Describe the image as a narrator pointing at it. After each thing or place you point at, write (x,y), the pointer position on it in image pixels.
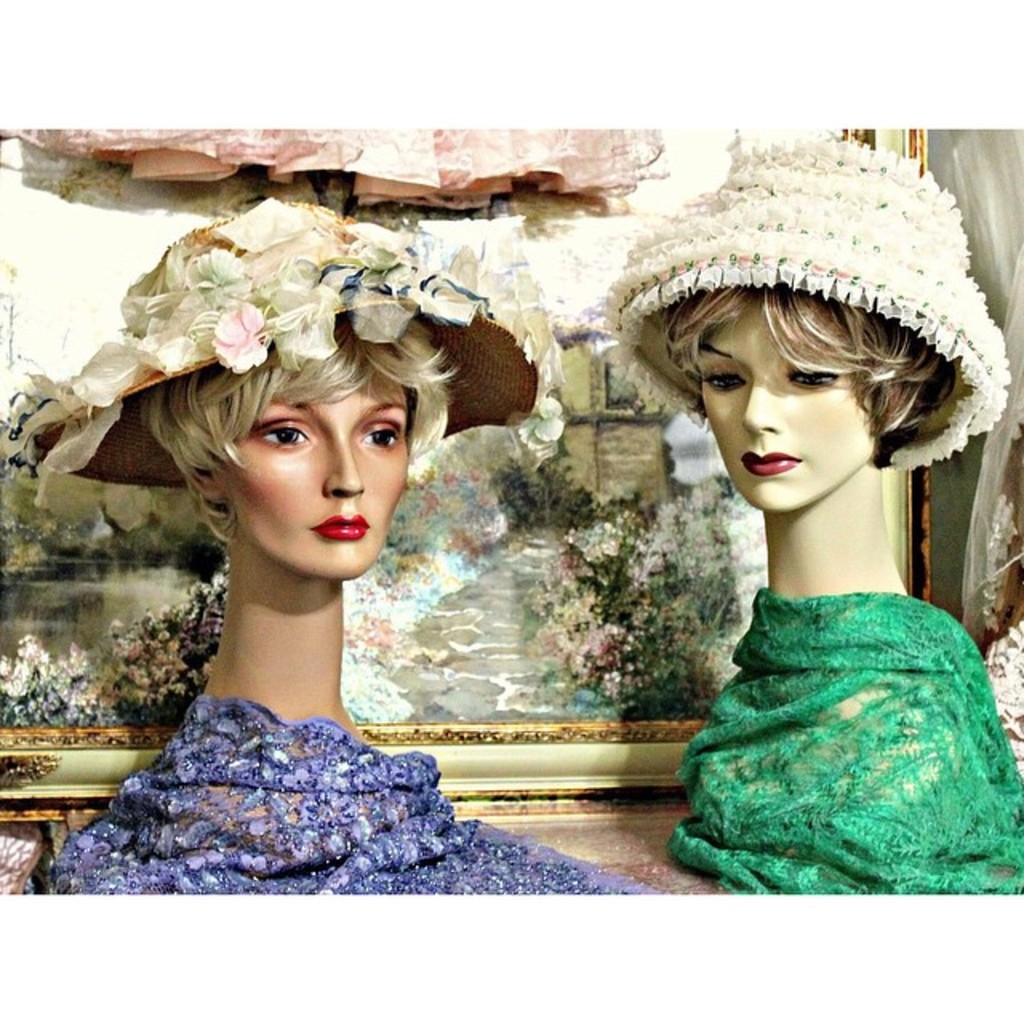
In this image in the foreground (353,366) there are two toys (229,615) who are wearing hats (246,369), and in the background (582,491) there is a photo frame (582,467) and also there are some objects (987,277).
